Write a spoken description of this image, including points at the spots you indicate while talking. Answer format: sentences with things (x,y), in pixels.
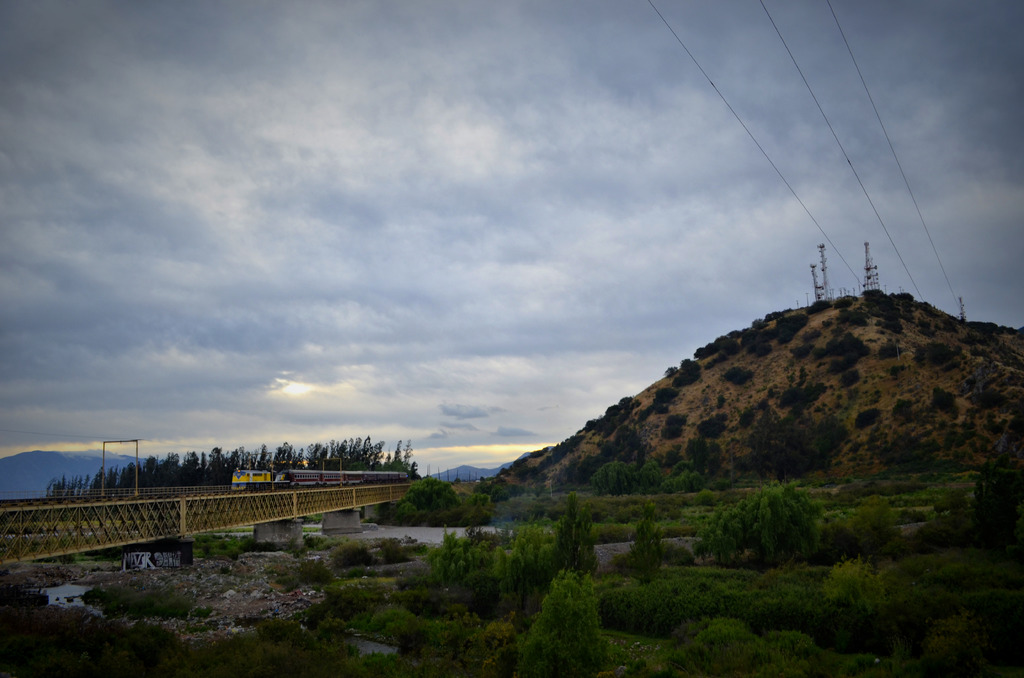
In this picture I can see water flow (411,527), train (245,481) on the track (259,491) of the bridge (359,496), there are some trees (540,565) and hills (717,406) around.
